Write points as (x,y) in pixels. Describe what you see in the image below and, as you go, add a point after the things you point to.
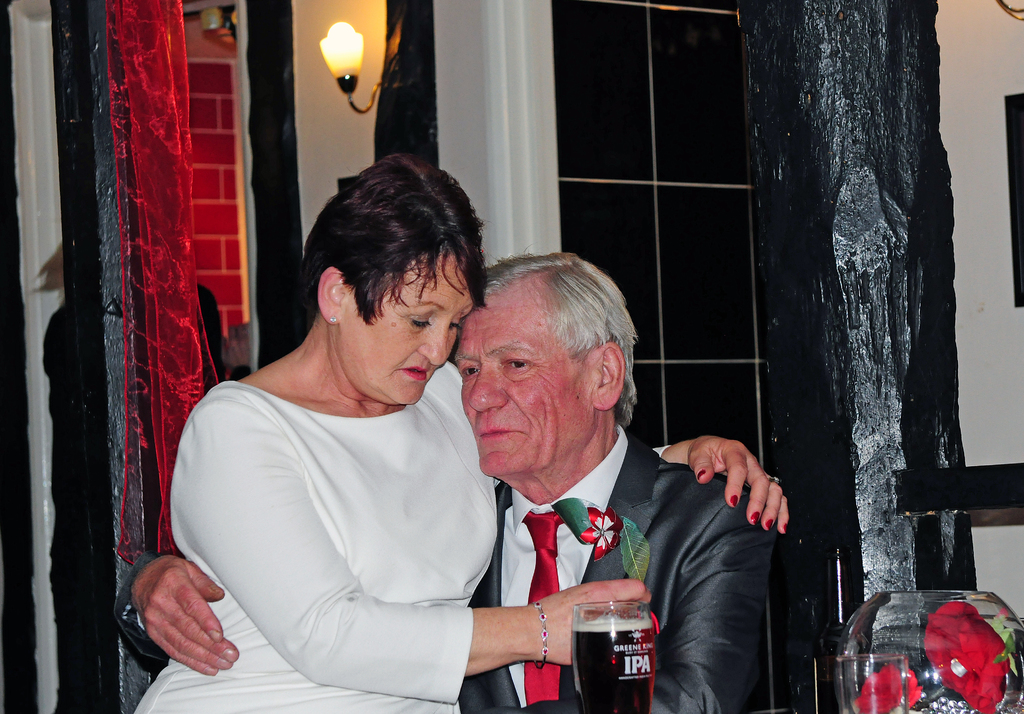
In this image we can see man (529,483) and a woman (432,453) sitting on the chair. In the background (252,204) we can see curtain (163,218), windows (714,98), electric light (331,41), walls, pillars (780,231), glass tumblers (860,688) and a flower bowl (966,630).
